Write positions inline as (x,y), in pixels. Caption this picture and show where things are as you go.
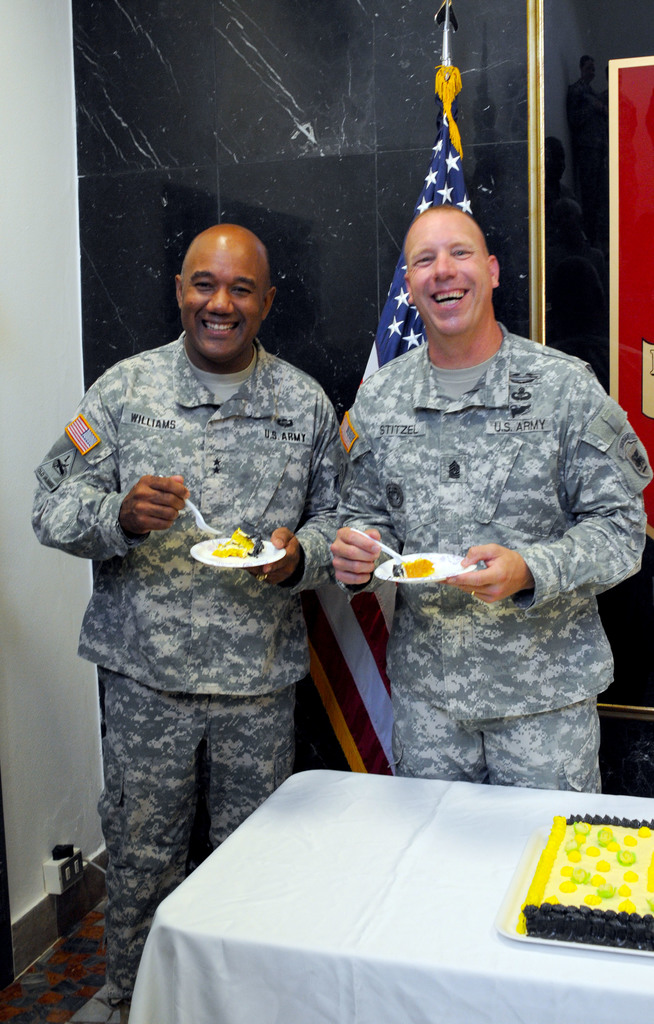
In the center of the picture (270,472) we can see two persons (126,648) holding plates (416,578), in the plates (253,566) there is food item (219,545). The persons (314,536) are laughing, behind them we can see a flag (428,186) and wall (104,56). In the foreground (369,863) there is a table (408,851), on the table (468,900) there is a cake (548,928). On the left (19,514) we can see a wall (24,659).
